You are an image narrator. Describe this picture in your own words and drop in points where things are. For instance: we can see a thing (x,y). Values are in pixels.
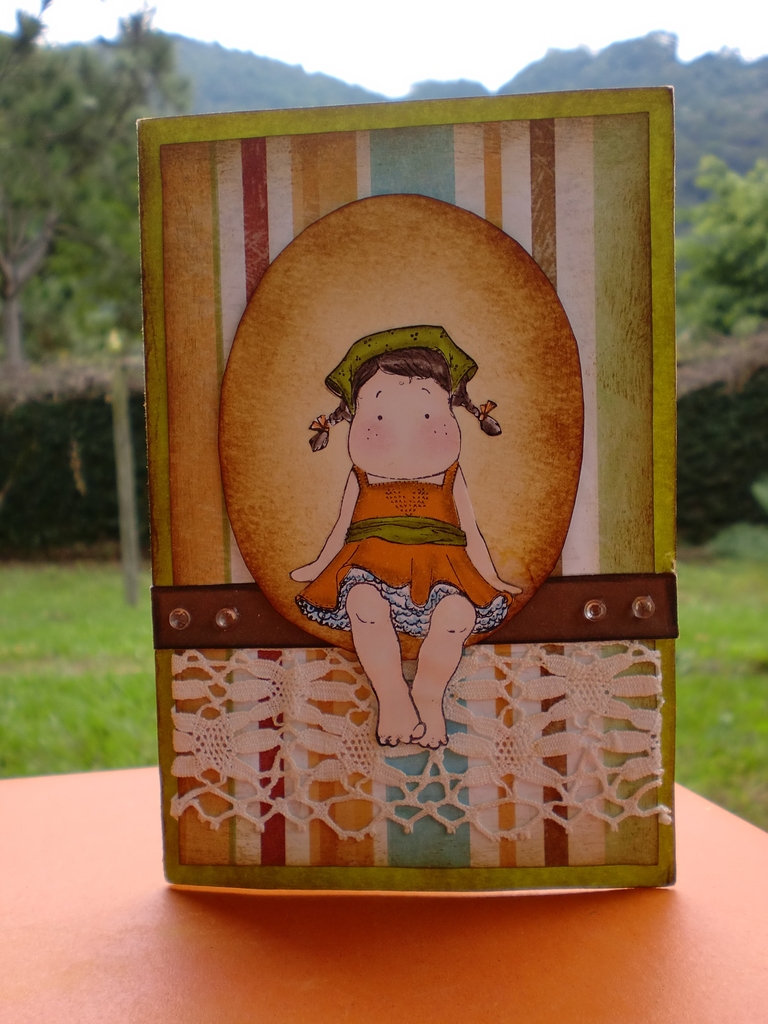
At the bottom of this image (241,933) I can see a table (231,947) on which a card (425,481) is visible. On this card (411,376) I can see a painting (398,561) of a girl (439,452). In the background (67,671), I can see the grass (63,616) and trees (58,225). On the top of the image (373,25) I can see the sky (422,50).
